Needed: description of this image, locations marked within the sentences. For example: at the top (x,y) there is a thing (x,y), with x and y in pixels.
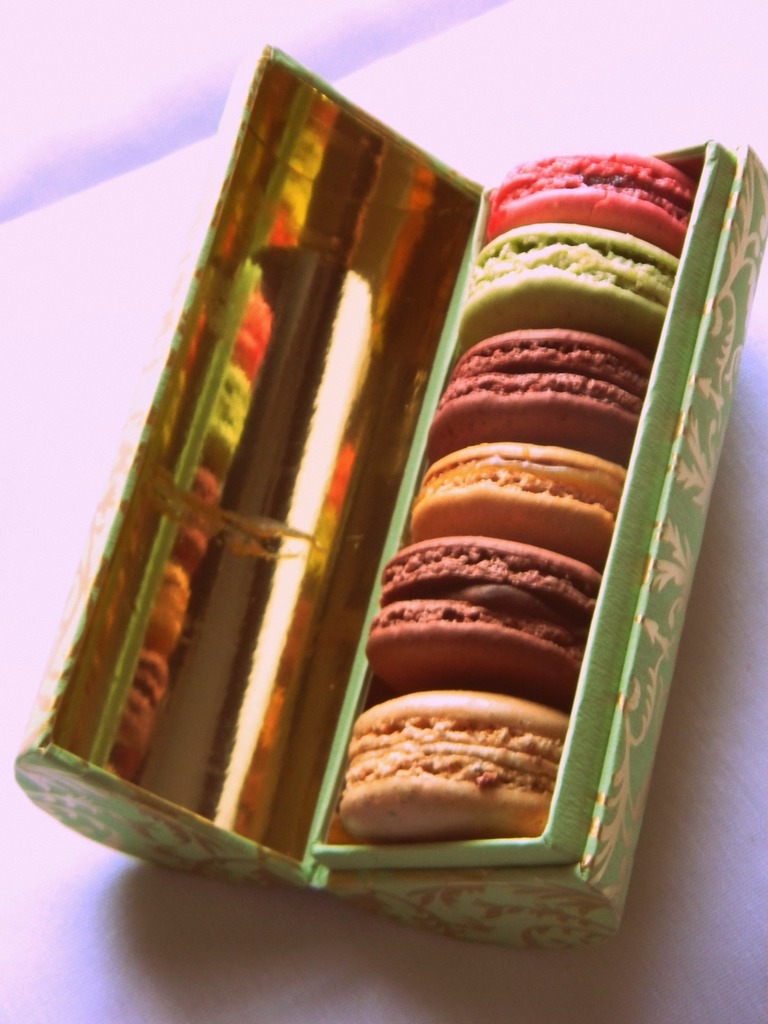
In this image we can see cookies (488,499) in a box (245,398) on the white color surface (571,983).
